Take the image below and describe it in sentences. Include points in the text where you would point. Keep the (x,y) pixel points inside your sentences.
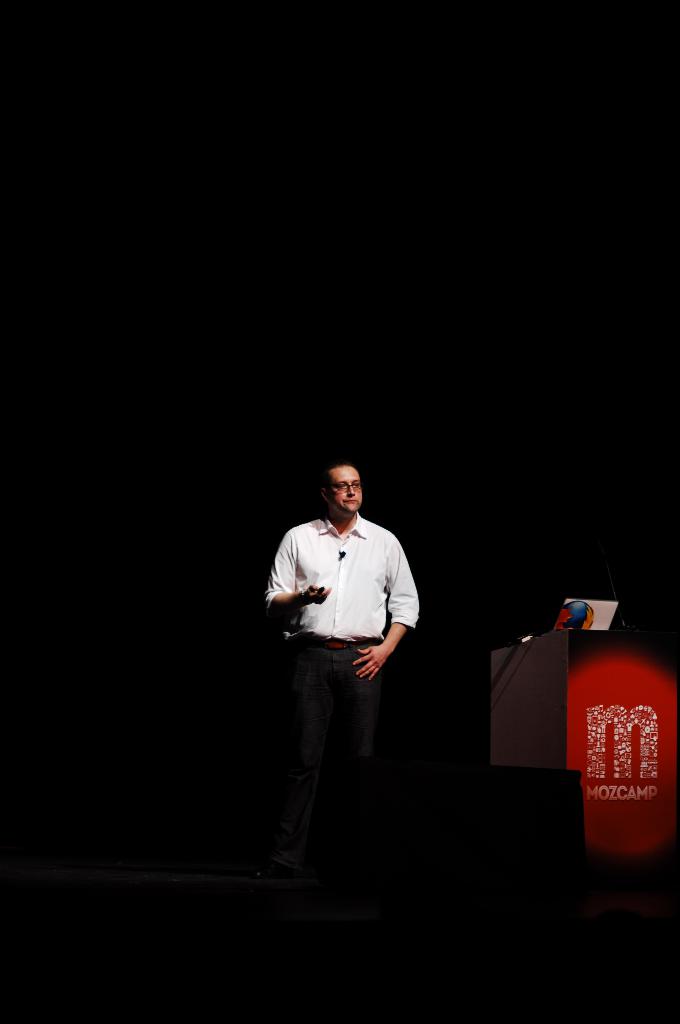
In this image we can see a person (334,617) who is speaking something into a microphone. There is a podium (606,739) on the right side of the image (576,674).
